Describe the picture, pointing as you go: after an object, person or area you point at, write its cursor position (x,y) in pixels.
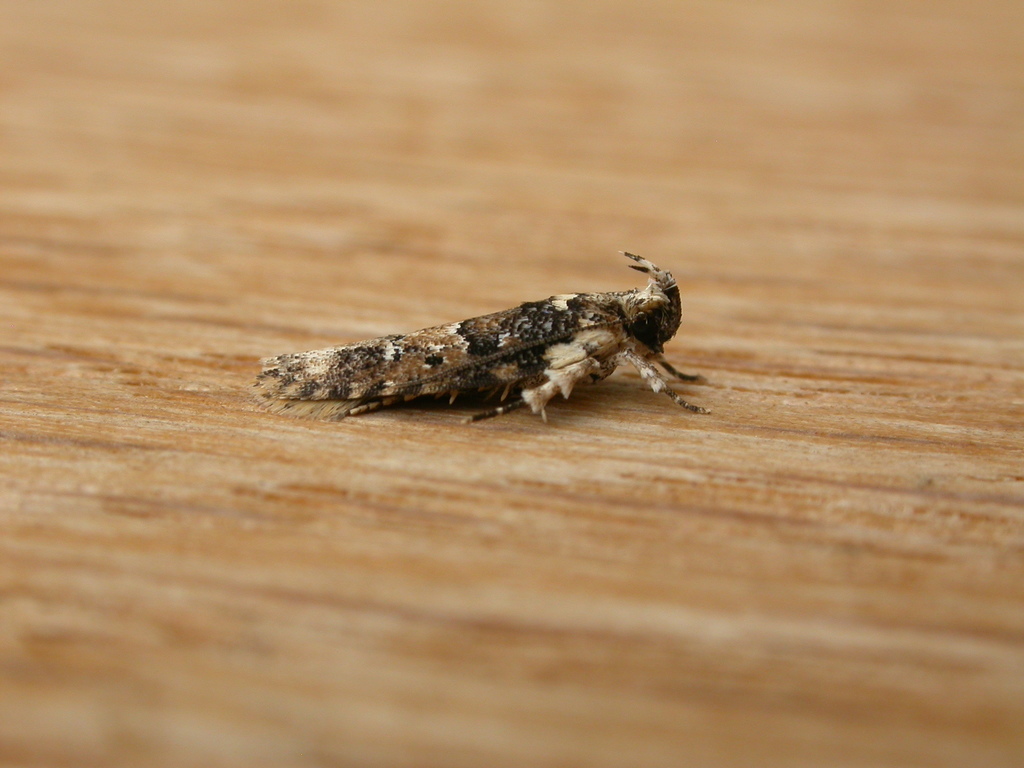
In this image there is a moth (459,377) in the center (473,379) which is on the brown colour surface (597,475).
